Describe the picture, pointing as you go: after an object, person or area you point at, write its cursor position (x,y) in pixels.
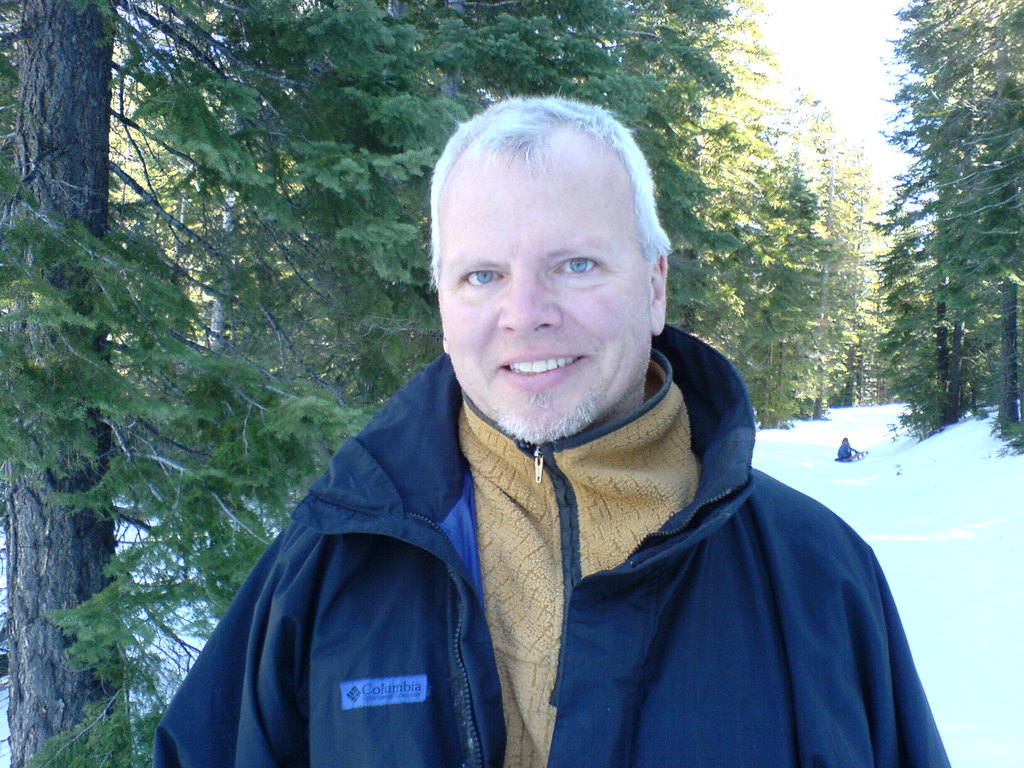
This image consists of a person (528,588) wearing a blue jacket (679,605). In the background (38,216), we can see many trees (750,229). At the top (844,47), there is sky (801,45). At the bottom (929,531), there is snow (881,555).
